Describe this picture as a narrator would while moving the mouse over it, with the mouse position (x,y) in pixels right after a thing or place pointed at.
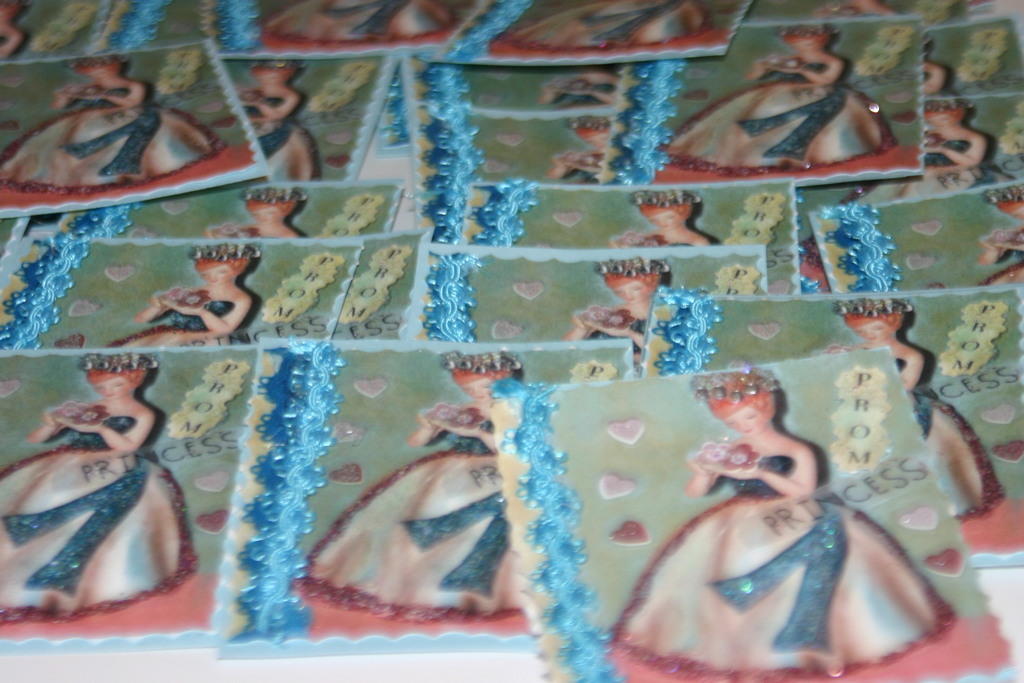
In this image, we can see some photos (206,22).
